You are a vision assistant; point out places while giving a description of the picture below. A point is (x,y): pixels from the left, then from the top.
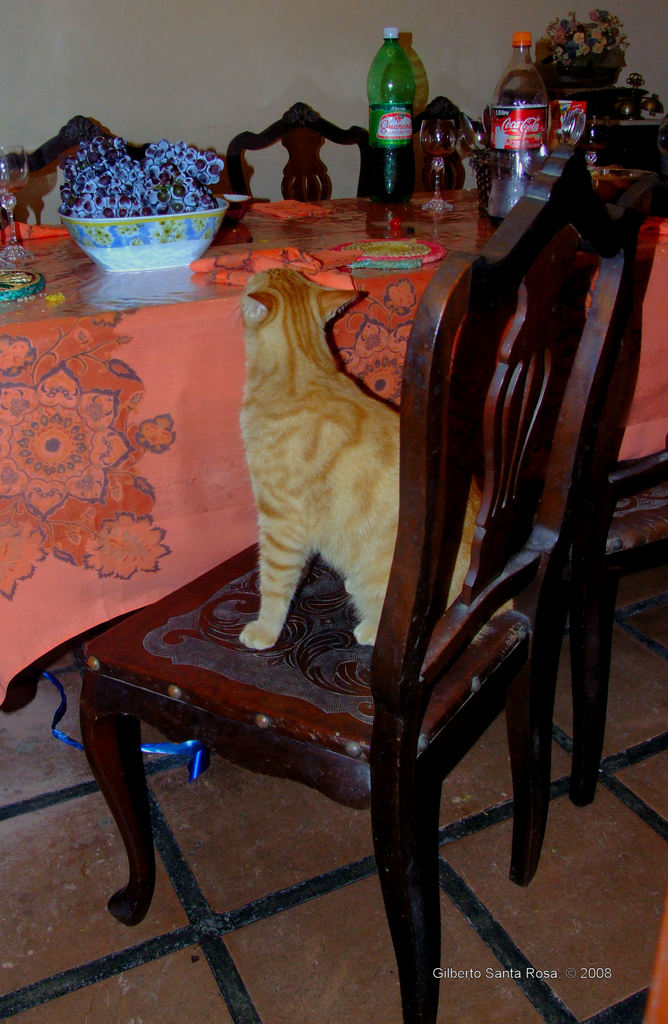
In this image i can see a cat (293,323) sitting on a chair (351,692) and a table (228,346) on which there are few bottles (504,192), a wine glass (435,178) and some fruits (155,198) in a bowl (194,240). In the background (181,90) i can see a wall (211,70) and a flower vase (538,59).
